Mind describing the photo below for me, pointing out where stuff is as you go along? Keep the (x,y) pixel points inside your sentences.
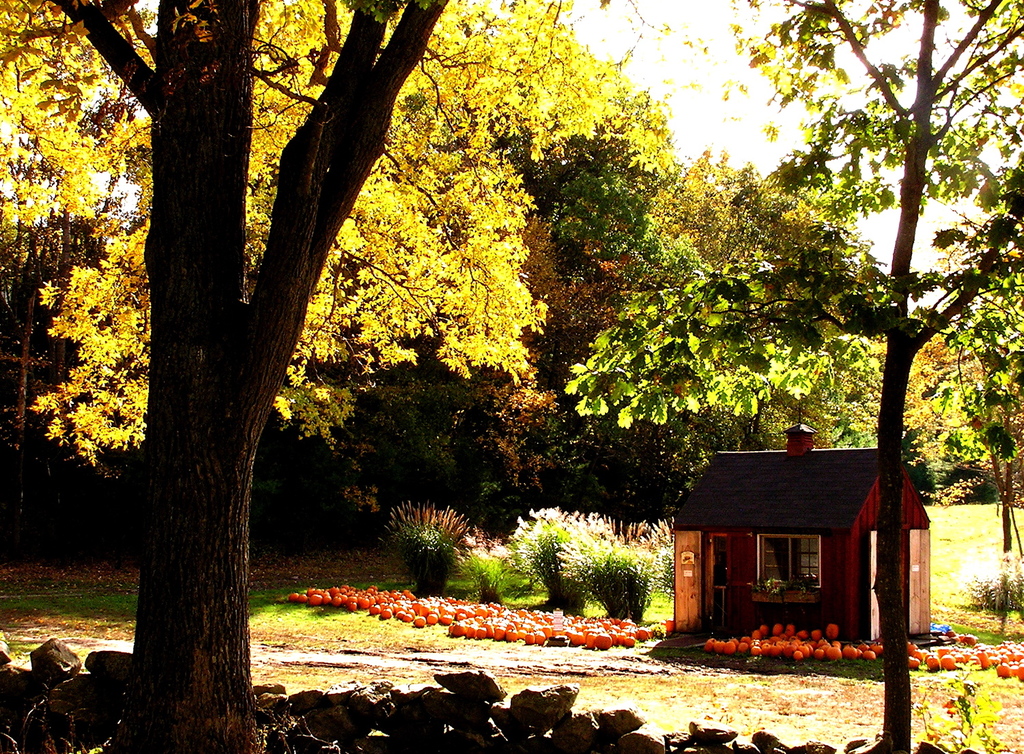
In this image I see a small house (796,534) over here and I see the orange color things (626,643) over here and I see the green grass (665,601), plants (474,580) and number of trees (760,317) and I see the stones (391,687) over here.
